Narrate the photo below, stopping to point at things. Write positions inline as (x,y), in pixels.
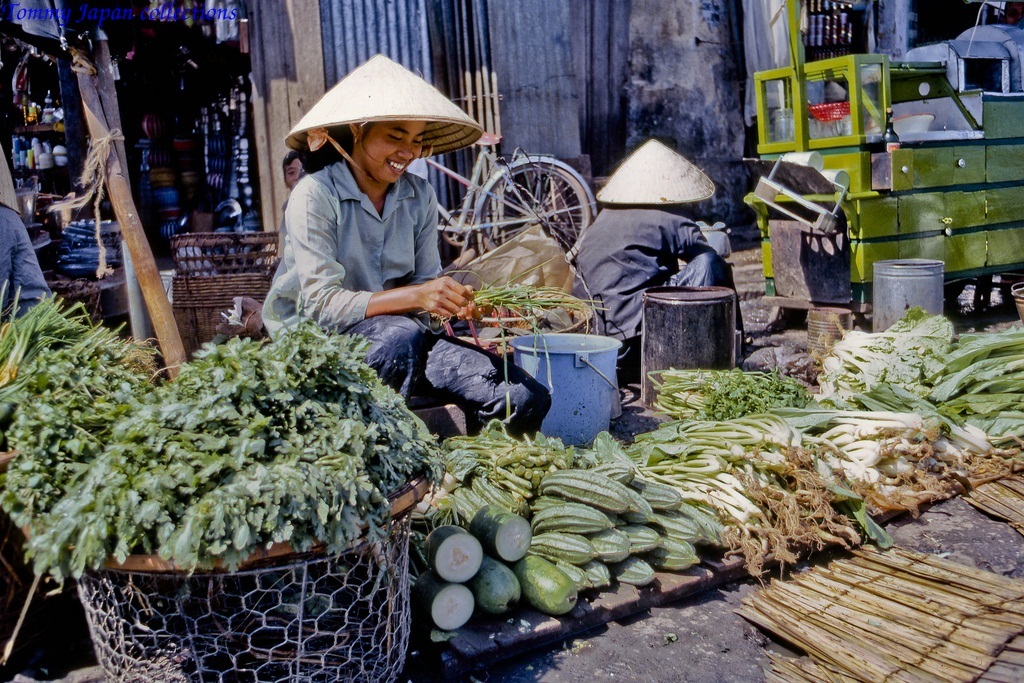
In this image there are some persons (376,349) sitting in middle of this image (642,259) and there are some vegetables (616,509) kept in the bottom of this image (499,535). There is one person (7,236) on the left side of this image (19,265) and there is a shop (136,188) on the top left corner of this image (146,138). There is a wall (278,95) in the background (573,80). There is a wooden shelf (892,205) on the right side of this image (918,150).
